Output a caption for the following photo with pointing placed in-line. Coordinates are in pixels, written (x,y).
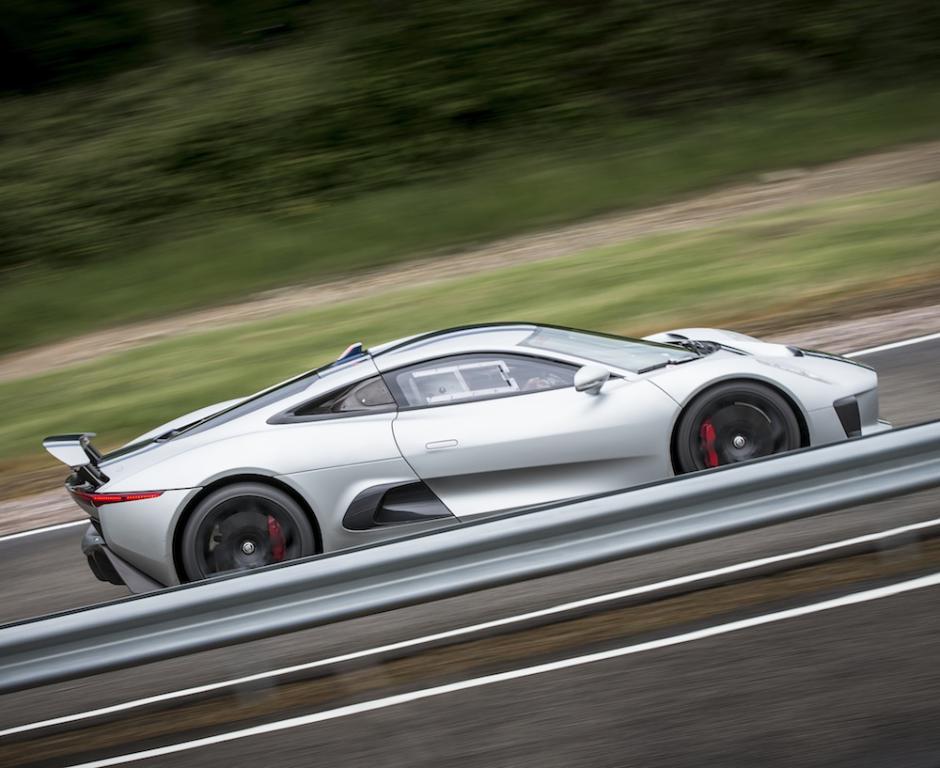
This picture is clicked outside the city. In the foreground (606,683) we can see the ground (722,631). In the center (529,435) there is a car (529,439) seems to be running on the road (889,382). In the background (671,292) we can see the green grass (625,185) and the trees (183,143).
